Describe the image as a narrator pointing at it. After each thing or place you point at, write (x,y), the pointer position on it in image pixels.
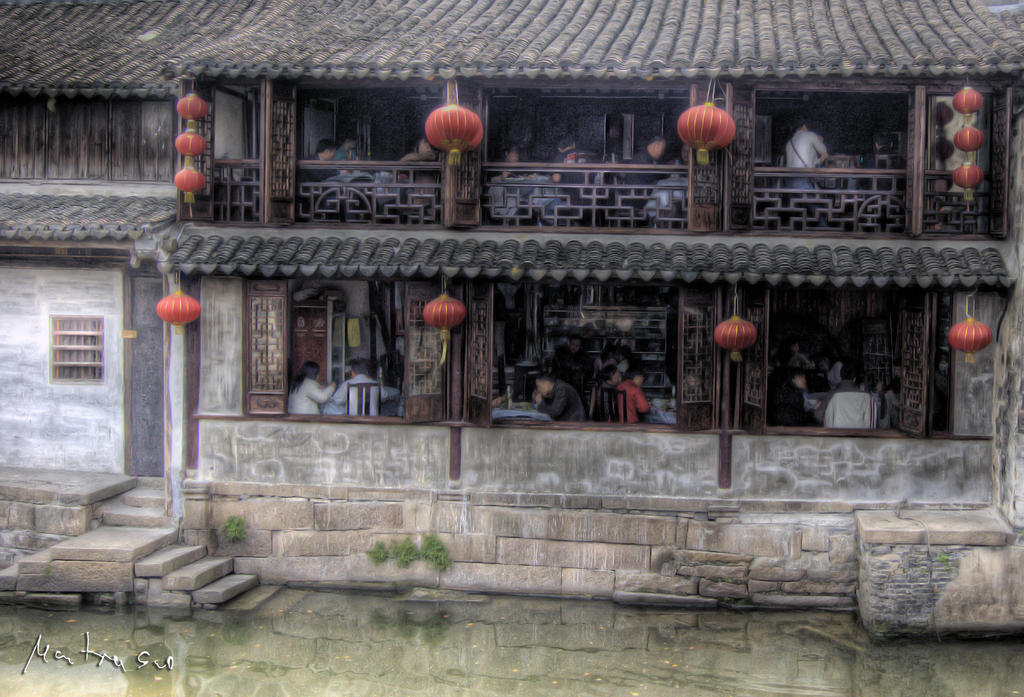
In this picture we can see a building (443,458) here, there are some people (800,141) sitting on chairs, we can see paper lanterns (188,148) here, at the bottom (474,617) there is water (420,657), we can see some text (144,660) at the left bottom (118,657).
